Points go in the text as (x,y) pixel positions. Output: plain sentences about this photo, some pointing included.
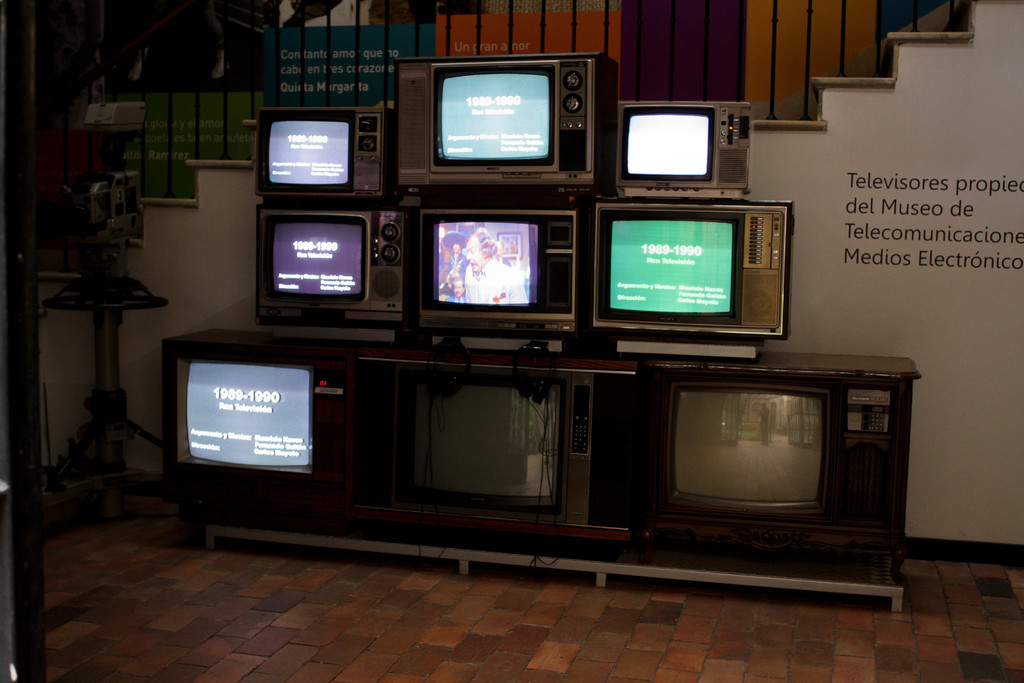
In this image we can see some collection of televisions (470,412) kept on the table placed on the floor (487,580). On the backside (928,282) we can see some stairs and a wall (914,289).
